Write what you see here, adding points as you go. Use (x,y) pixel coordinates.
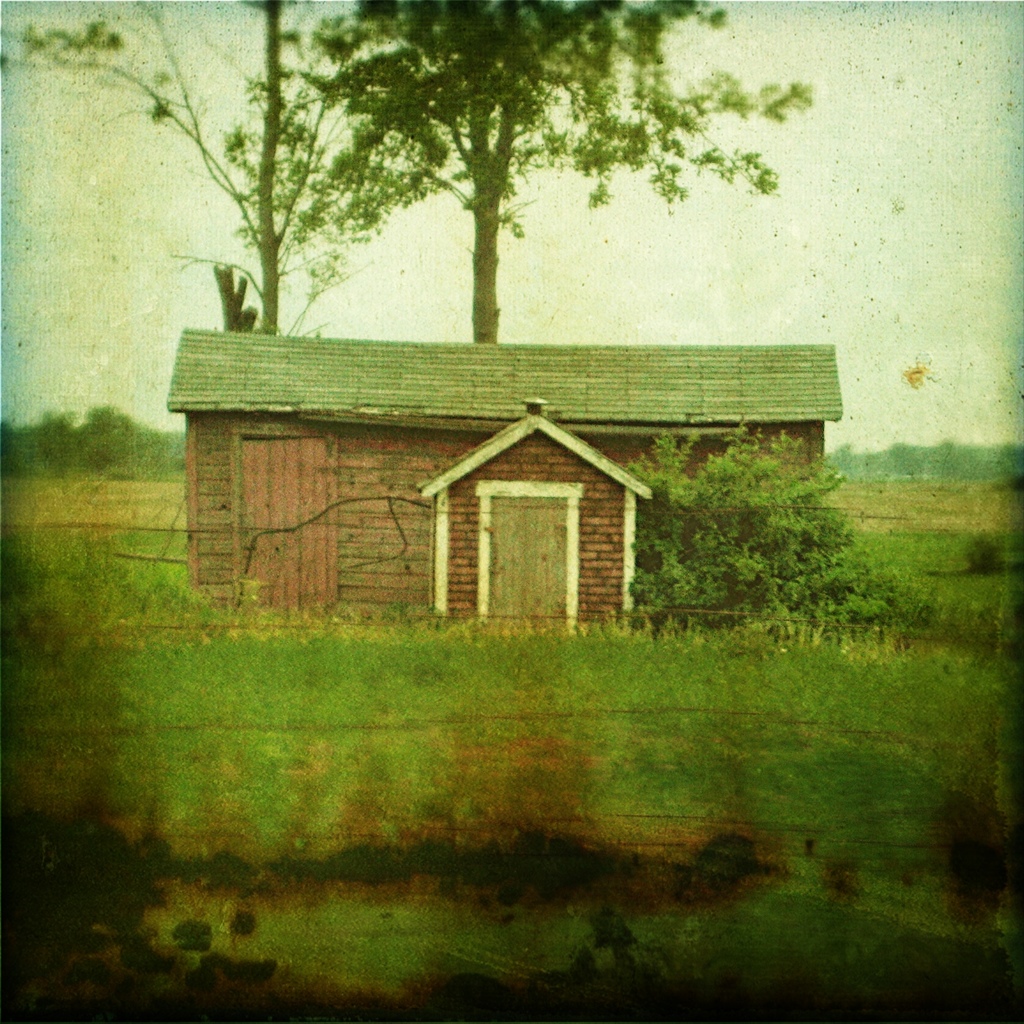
In this picture there is a house (357,381) in the center of the image (357,575) and there is greenery (41,504) around the house (591,504).
